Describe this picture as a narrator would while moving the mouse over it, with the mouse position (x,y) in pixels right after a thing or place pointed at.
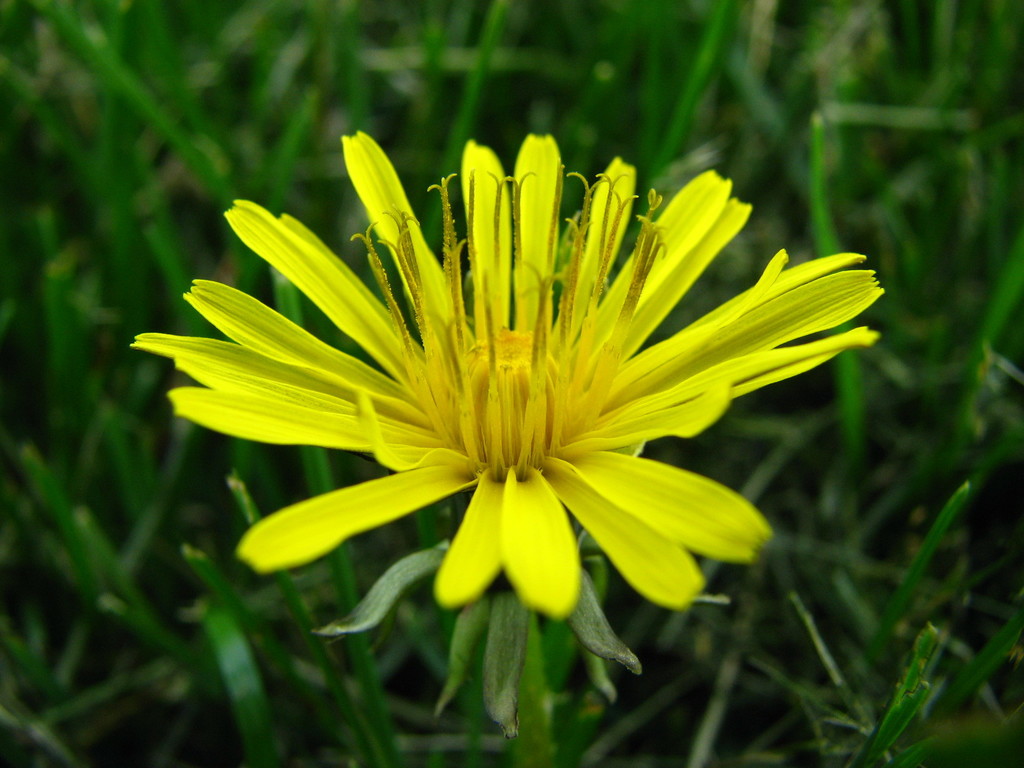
There is a plant (493,700) having yellow color flower (401,454). In the background (853,708), there are other plants (79,188) which are having green color leaves (516,53).
